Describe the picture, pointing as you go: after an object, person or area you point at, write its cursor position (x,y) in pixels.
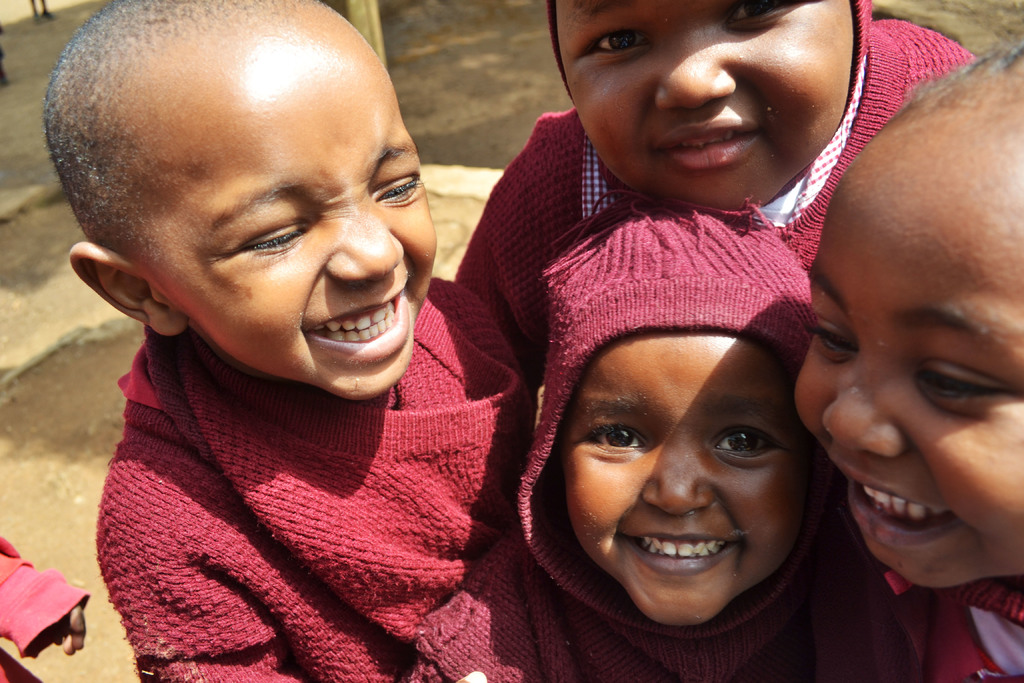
In this image there are kids (843,423) standing. They are smiling. Behind them there is the ground (101,412).
